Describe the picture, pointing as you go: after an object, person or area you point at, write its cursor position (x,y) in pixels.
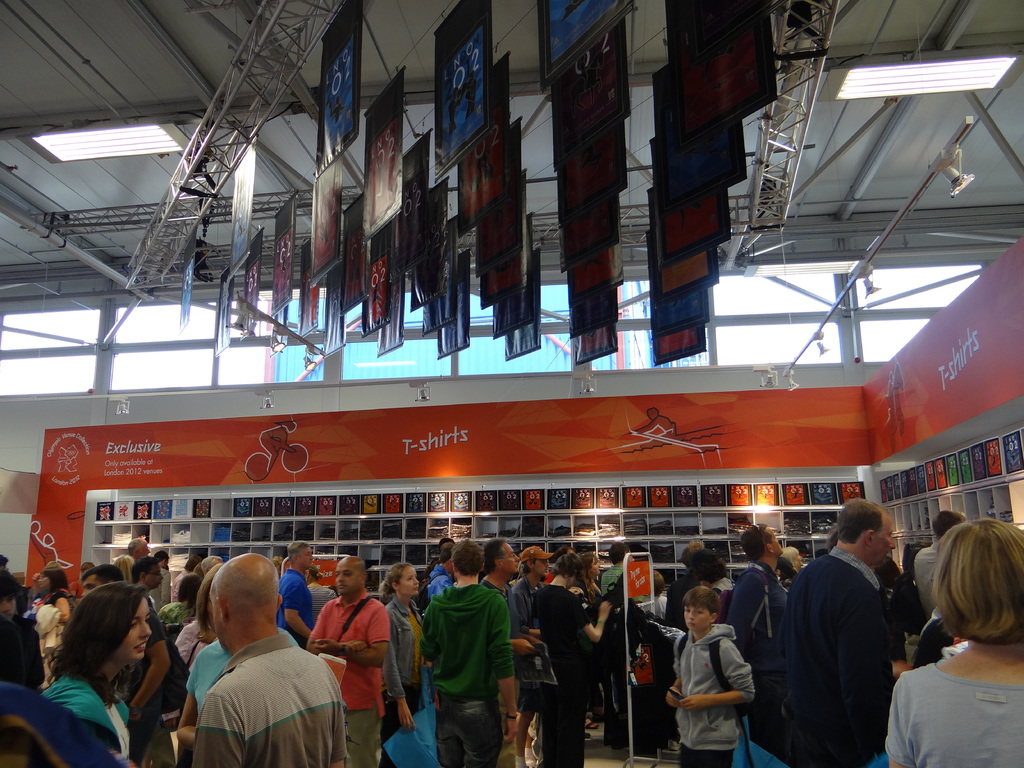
This picture shows the inner view of a building (889,123). SO many banners (434,307), lights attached to the ceiling (989,153), some lights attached to the poles (928,180), one big banner (148,450), so many objects (245,531) are on the shelves (993,484), one pole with one small flag (635,580), so many people (502,698) are standing and holding different kinds of objects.
